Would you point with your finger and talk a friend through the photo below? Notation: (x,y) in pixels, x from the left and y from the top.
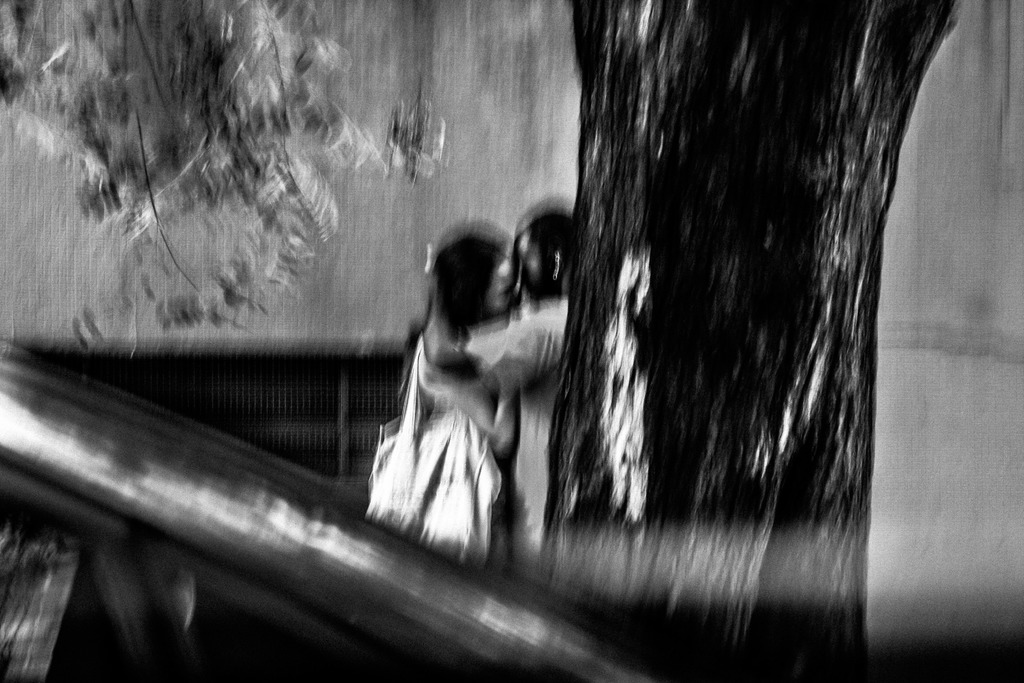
It looks like a black and white picture. We can see there are two people (457,389) standing on the path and on the right side of the people (504,361) there is a tree (682,381) and behind the people (430,343) there is a wall (410,191) and in front of the people (504,403) it is looking like a vehicle (161,625).
